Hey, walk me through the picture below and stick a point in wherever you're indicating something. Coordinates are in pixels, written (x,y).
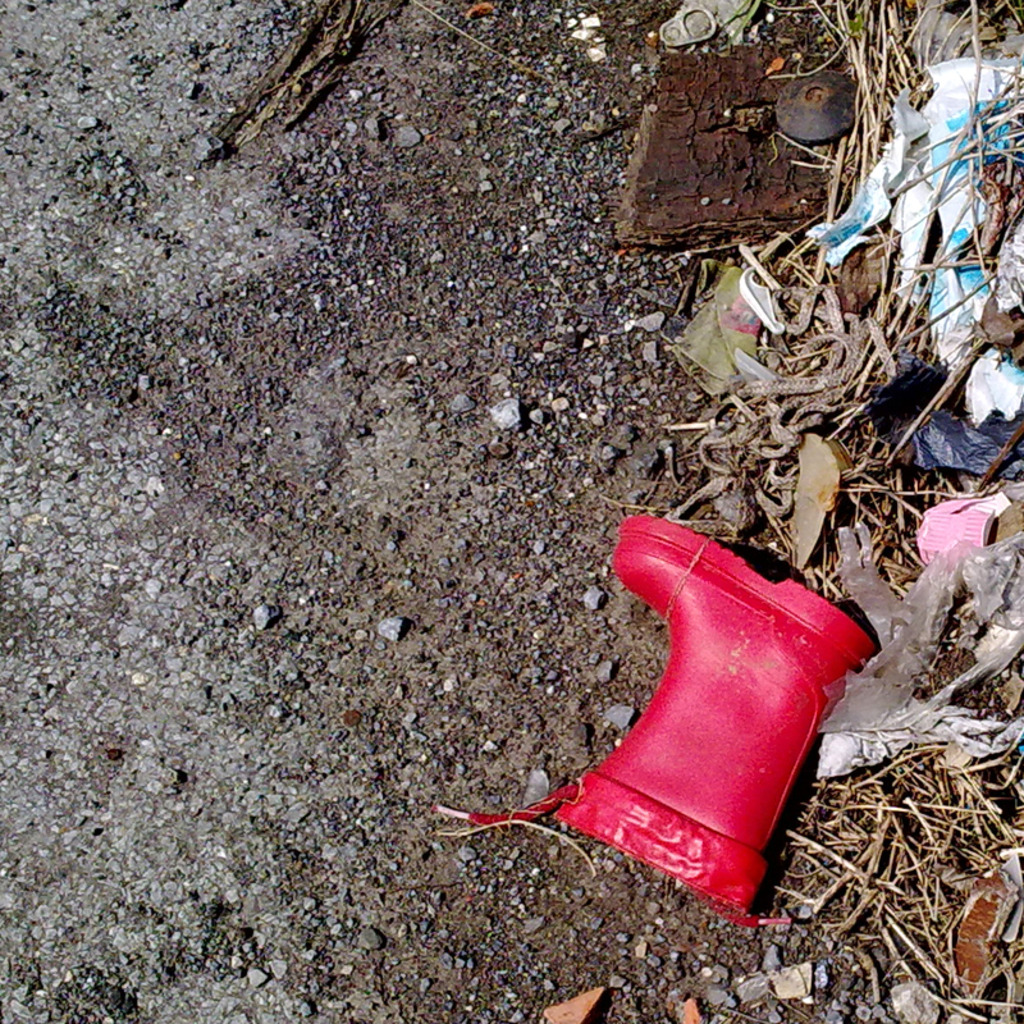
There is a shoe (643,745) and a few other objects (785,411) on the road (340,539).
